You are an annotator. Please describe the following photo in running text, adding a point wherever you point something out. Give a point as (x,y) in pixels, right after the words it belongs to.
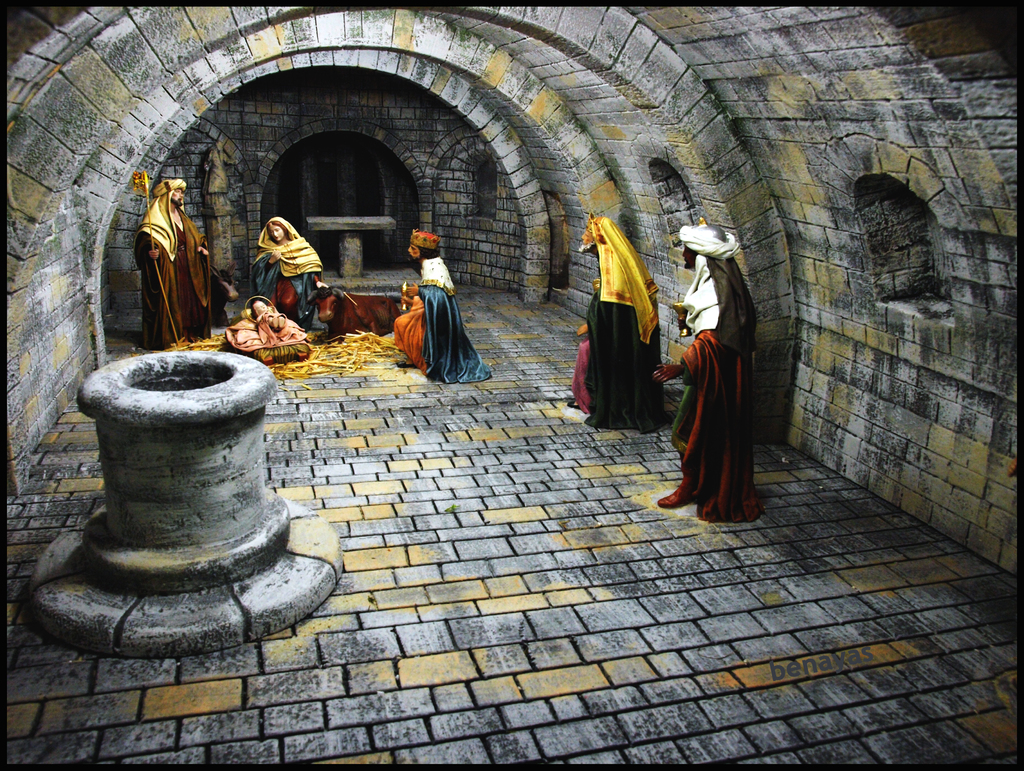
In this image here these are the statues (428,245) and this is a wall (885,130).
